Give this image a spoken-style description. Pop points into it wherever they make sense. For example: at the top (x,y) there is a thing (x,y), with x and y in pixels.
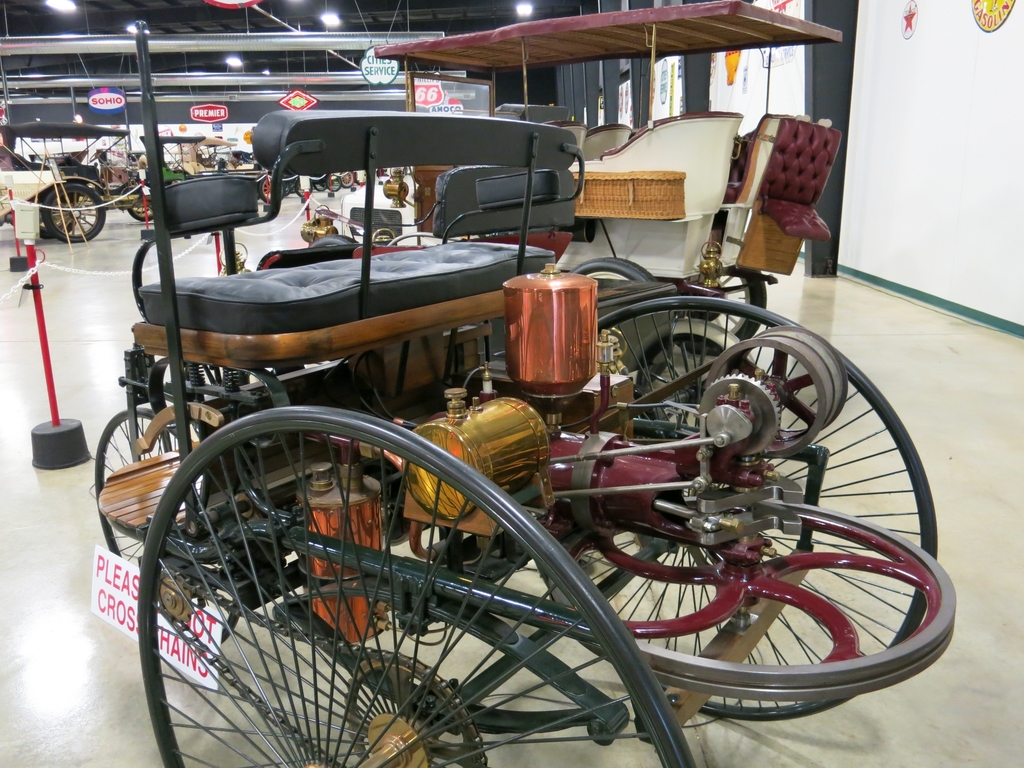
In the center of the image (540,470) we can see a carts (691,355). On the right side of the image (916,168) a wall (927,180) is present. At the top of the image (173,36) roof (344,8) and lights (337,22) are there. At the bottom of the image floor (911,366) is present.
